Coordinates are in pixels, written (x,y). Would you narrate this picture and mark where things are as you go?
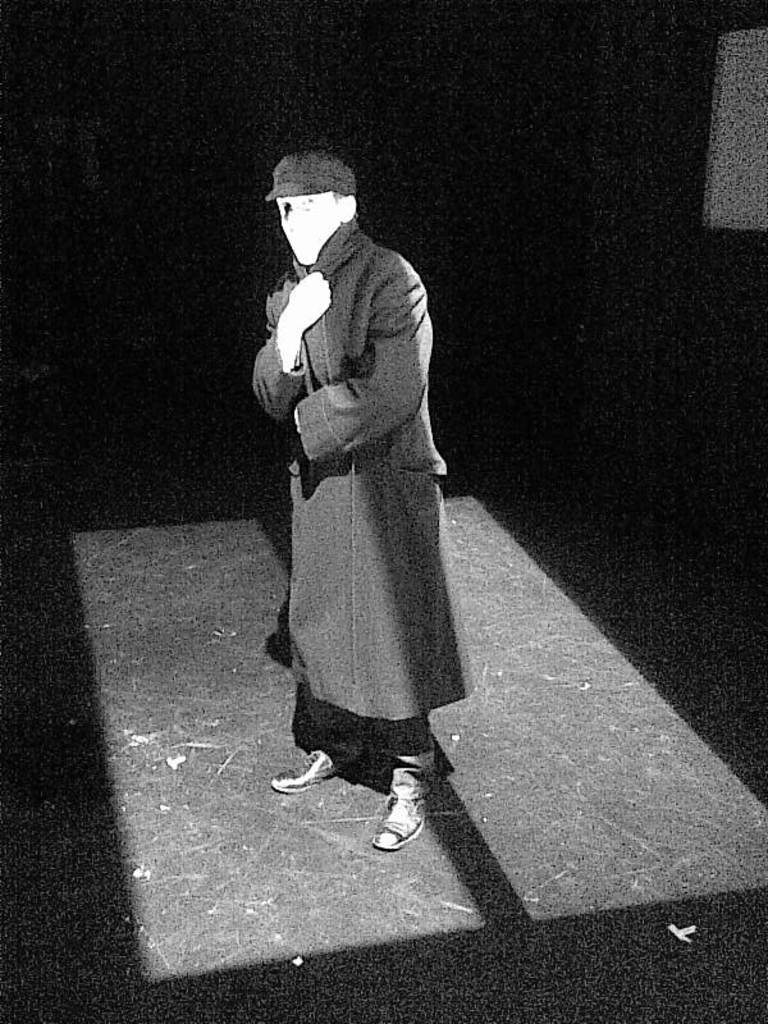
In this image, we can see a person (303,772). We can also see the ground (707,856) and the dark background (72,250). We can see an object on the right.
